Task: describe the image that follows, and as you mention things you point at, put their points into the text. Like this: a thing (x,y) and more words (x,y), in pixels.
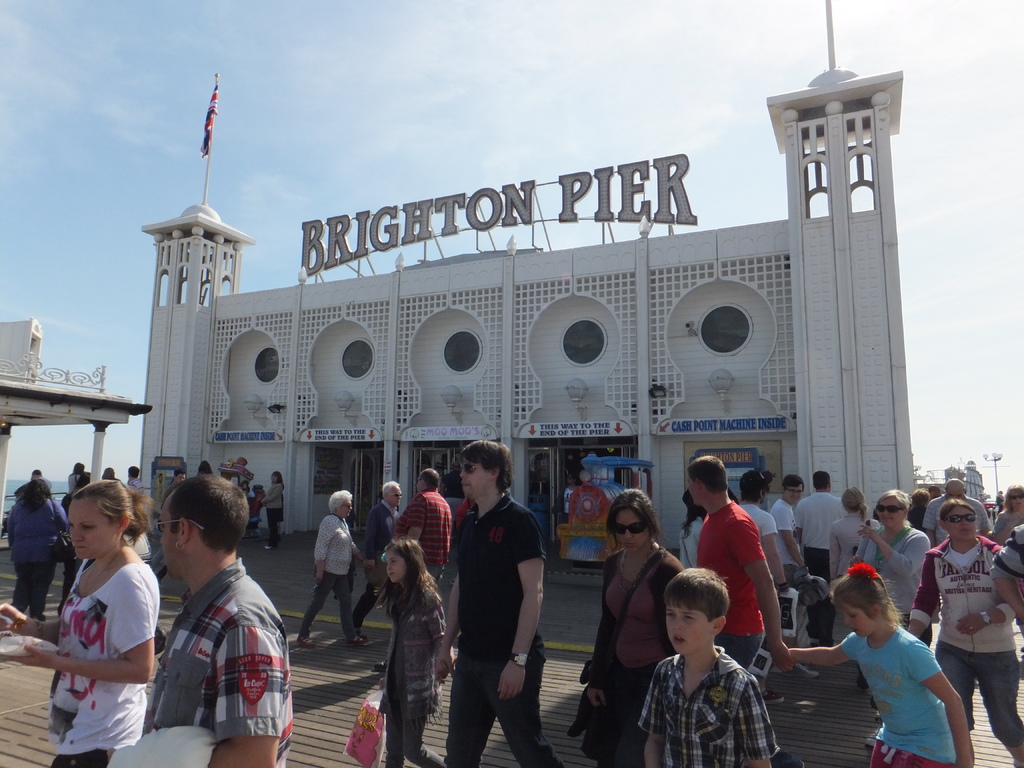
In this image I can see the group of people (348,623) with different color dresses (480,589). I can see few people (632,559) are wearing the specs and holding the bags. In the back (355,475) I can see the building (492,392) and there are many boards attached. I can also see the sky (289,196) in the back (399,124).
